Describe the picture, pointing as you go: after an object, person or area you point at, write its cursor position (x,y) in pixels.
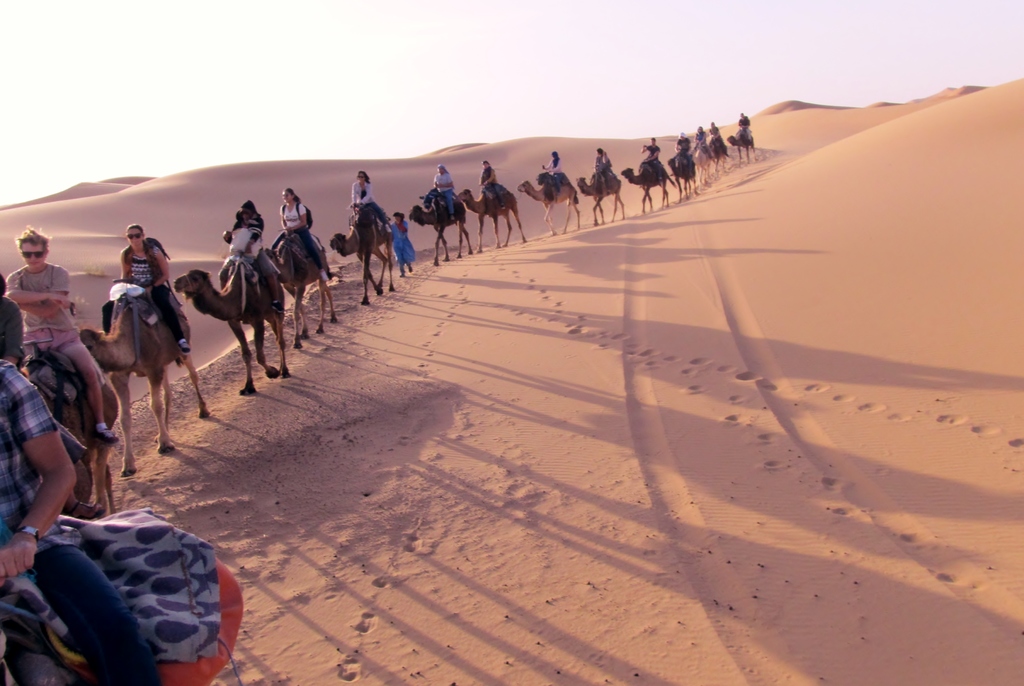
In this picture I can see there are few people (70,535) and they are sitting on the camels (524,186) and they are having luggage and there is a person (398,250) walking on the sand (364,375) and there are sand dunes (489,381) here on to right (943,141) and the sky (718,84) is clear.
